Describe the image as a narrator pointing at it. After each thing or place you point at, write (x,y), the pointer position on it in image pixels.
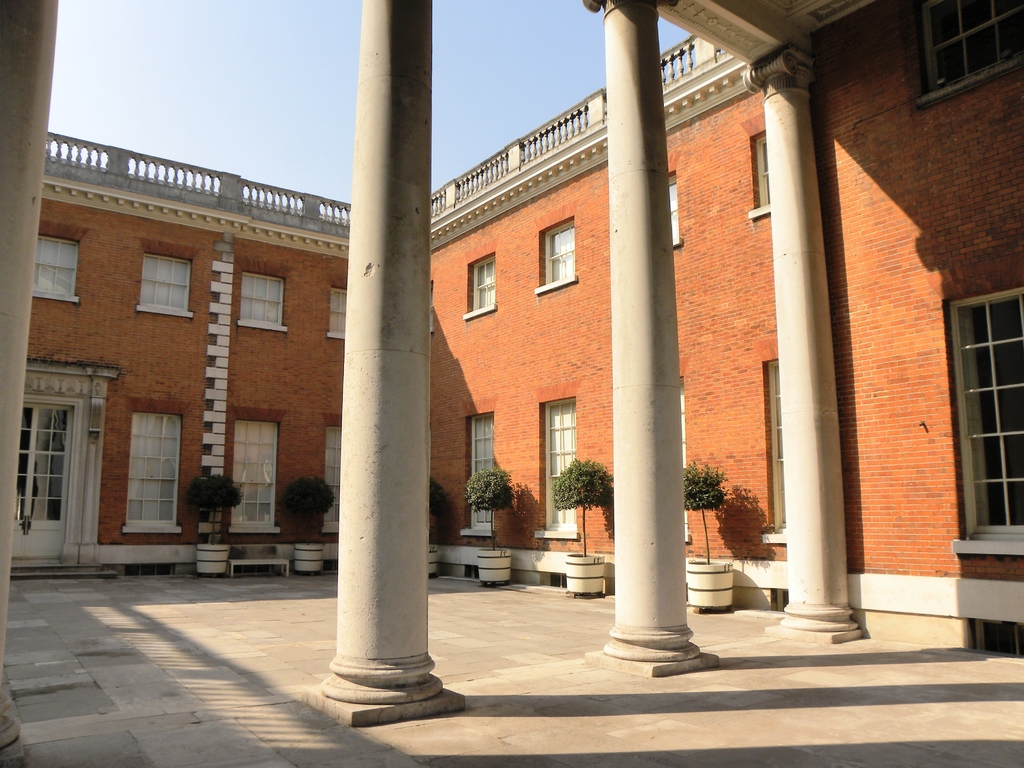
In this image, we can see a building (316,469). There are a few pillars (408,533) and plants (223,486) in pots (310,551). We can see the ground (329,662) and the sky (277,168).
